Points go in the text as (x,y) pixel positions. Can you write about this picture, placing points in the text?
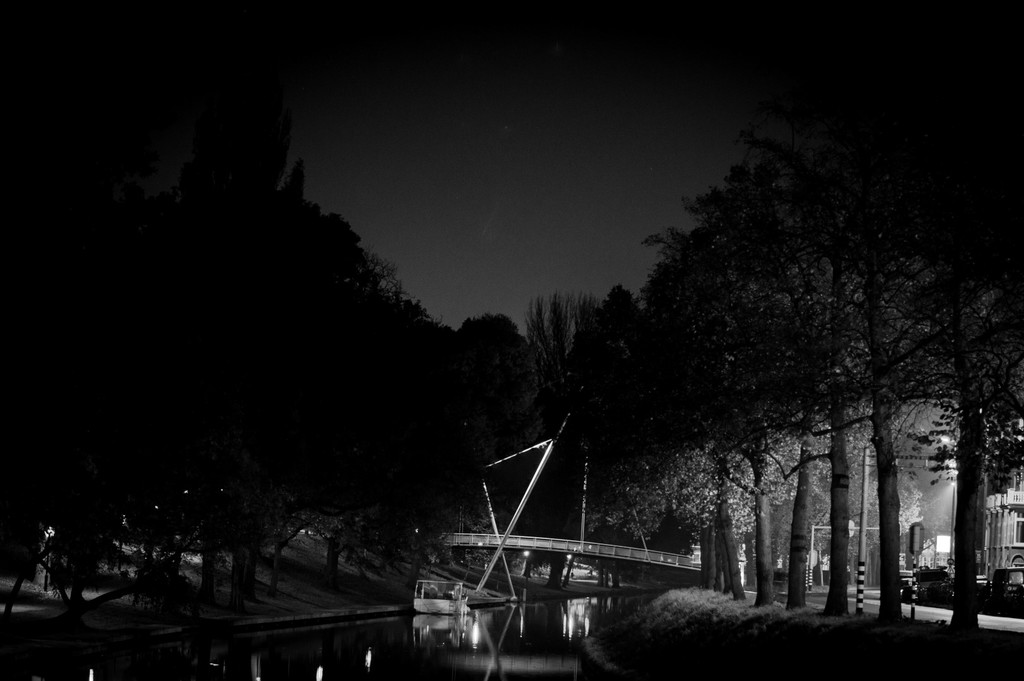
In this picture I can see a boat (424,607) on the water (530,644), there is a bridge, there are vehicles (942,578), poles (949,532), a building (1011,552), trees (699,362), and in the background (640,262) there is sky (590,266).
